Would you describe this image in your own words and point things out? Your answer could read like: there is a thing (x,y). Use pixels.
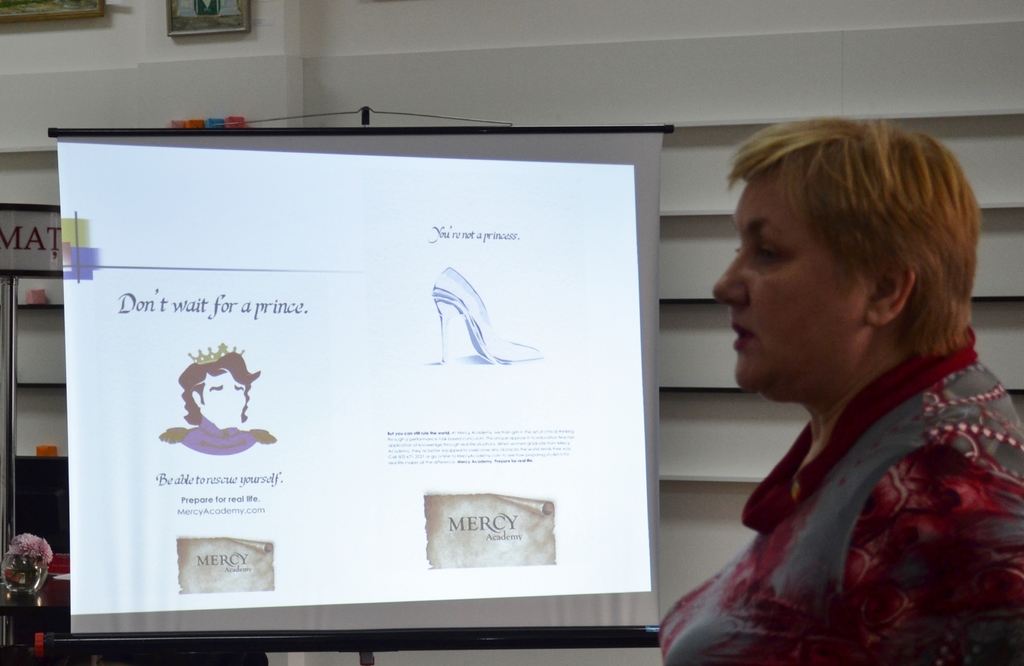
In the picture we can see a woman (850,418) with a short hair (935,216) and she is looking at the screen (388,491) which is hanged to the stand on the screen (590,371) we can see some images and some information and in the background (197,50) we can see a wall (266,57) with some photo frames (229,29).
